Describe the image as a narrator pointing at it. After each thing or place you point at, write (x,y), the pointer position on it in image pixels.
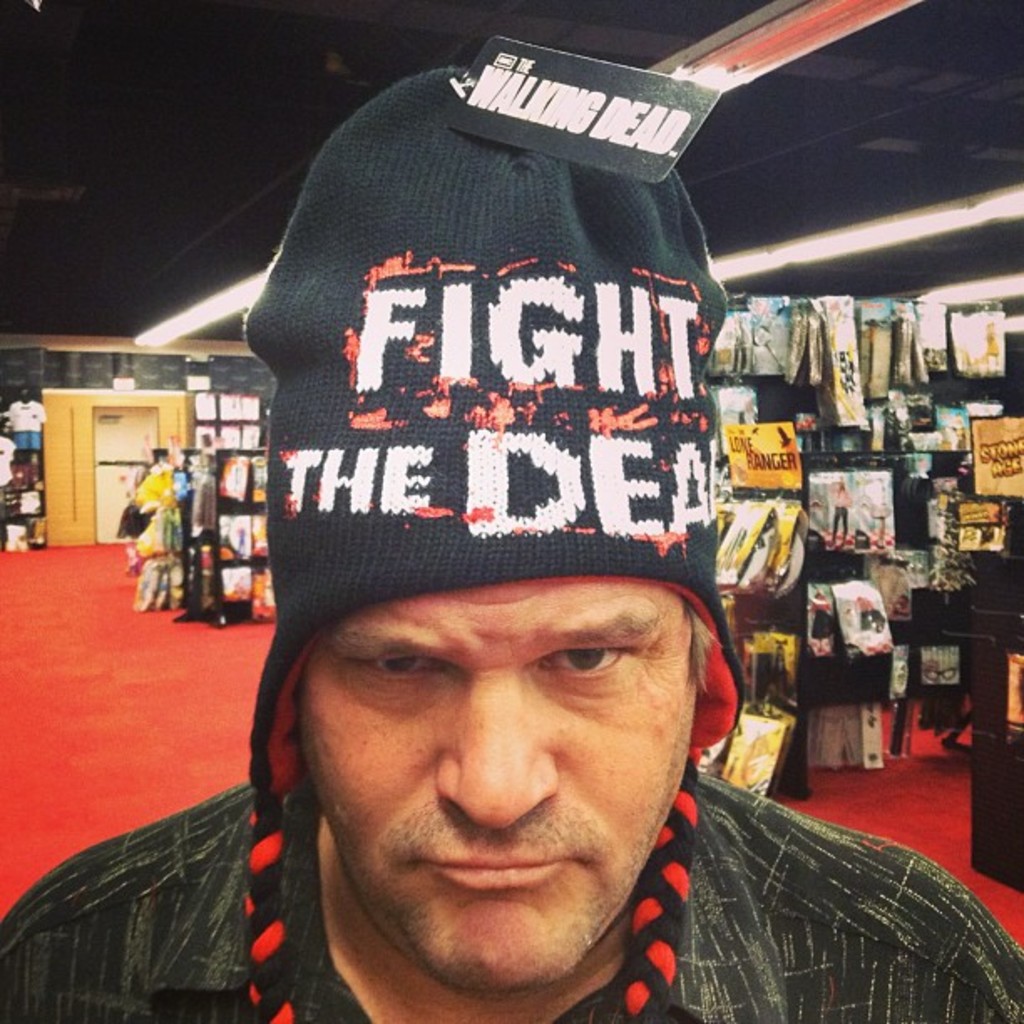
In this image we can see a person (536,580) wearing a skull cap (513,412), there are some objects (942,670), and packages (727,545) on the racks (960,646), also we can see some clothes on the hanger (158,566), there are lights (179,331), a door (120,486), roof (505,18), and the wall (179,414).
